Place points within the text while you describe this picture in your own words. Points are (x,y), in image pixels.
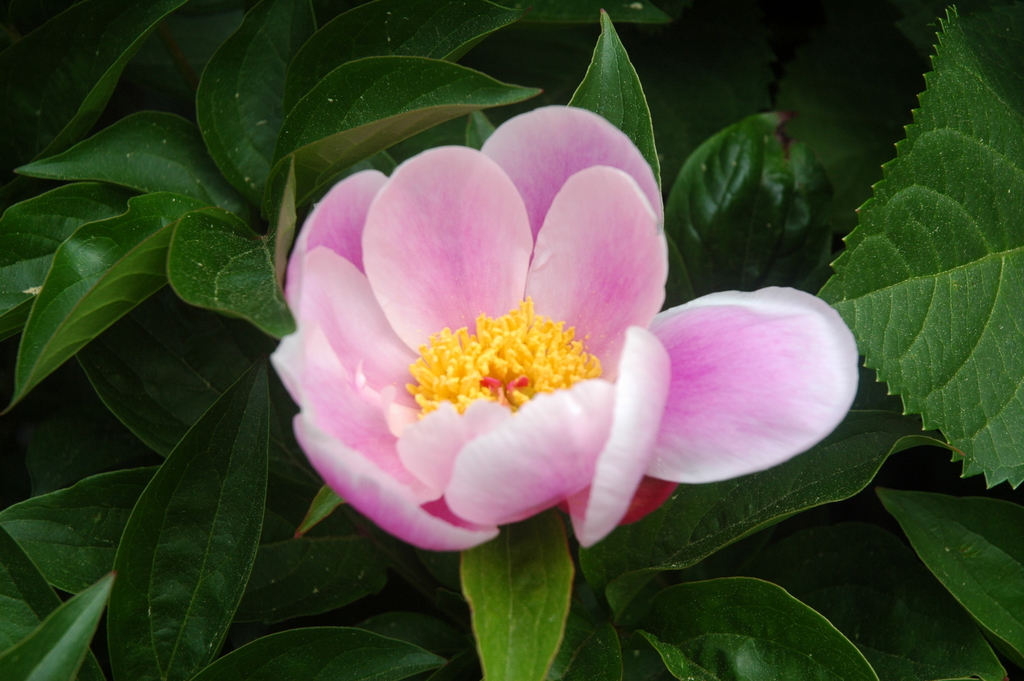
In this picture we can see a flower (458,408) and leaves (428,115).
